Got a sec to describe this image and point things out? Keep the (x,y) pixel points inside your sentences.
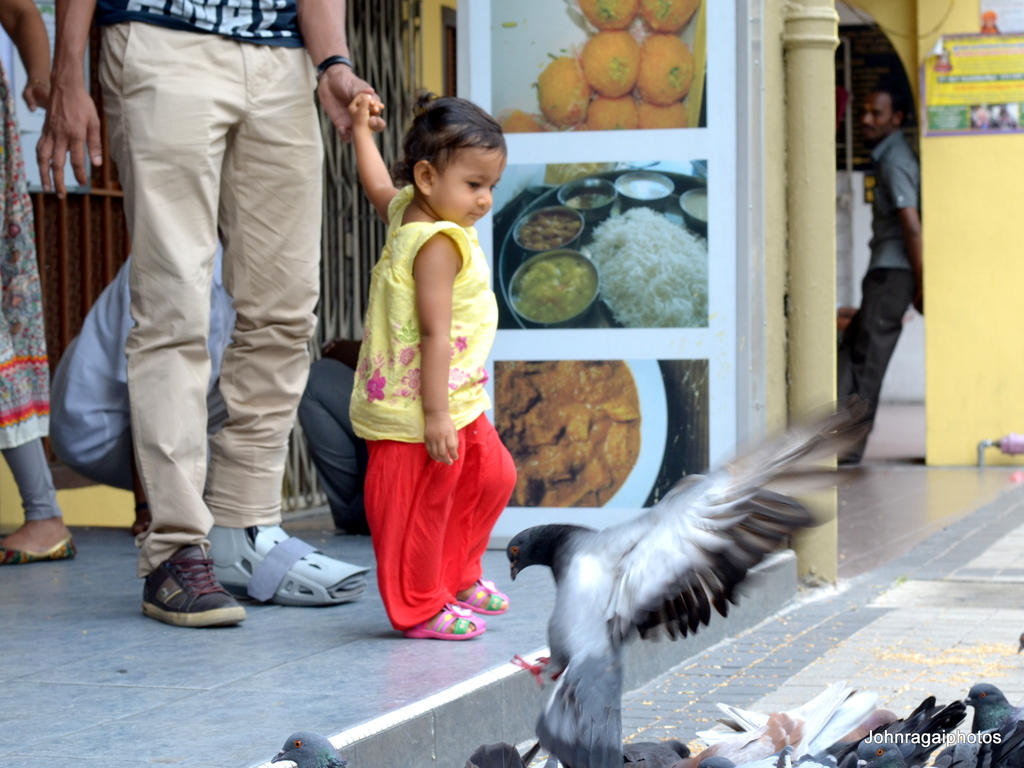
There are some people (213,279). Also there are birds (598,577). In the back (402,17) there is a grill (391,79). Also there are posters (595,197) on the wall (772,244). And there is a pillar (818,246).
